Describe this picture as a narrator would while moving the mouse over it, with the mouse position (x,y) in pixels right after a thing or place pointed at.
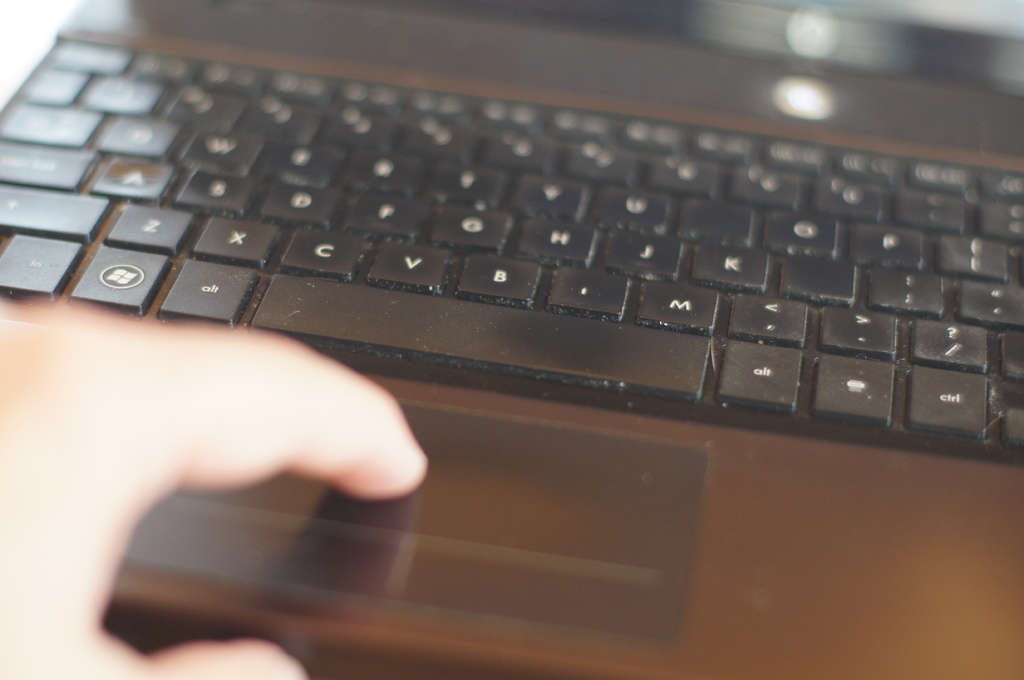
In this picture I can see there is a laptop (450,203) and it has few keys (575,336) and there is a person (249,454) operating it.
